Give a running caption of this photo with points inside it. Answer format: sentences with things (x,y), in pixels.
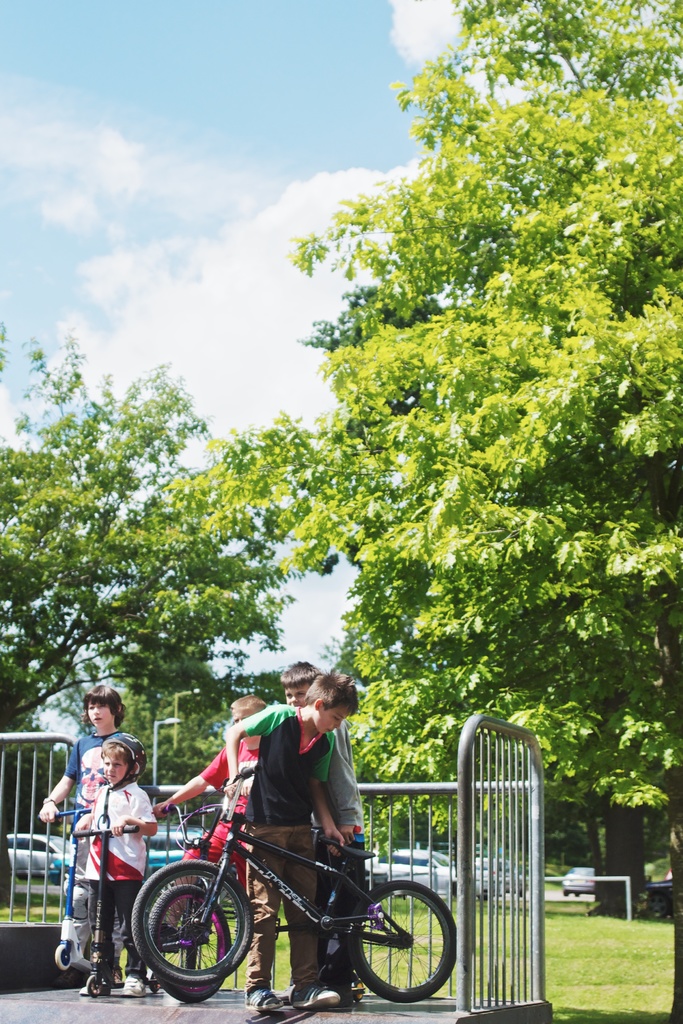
In this picture there are boys (300,809) with bicycle (349,918) and in their background (456,656) there are some trees (416,521) and the sky (178,227) is filled with clouds (251,369).
